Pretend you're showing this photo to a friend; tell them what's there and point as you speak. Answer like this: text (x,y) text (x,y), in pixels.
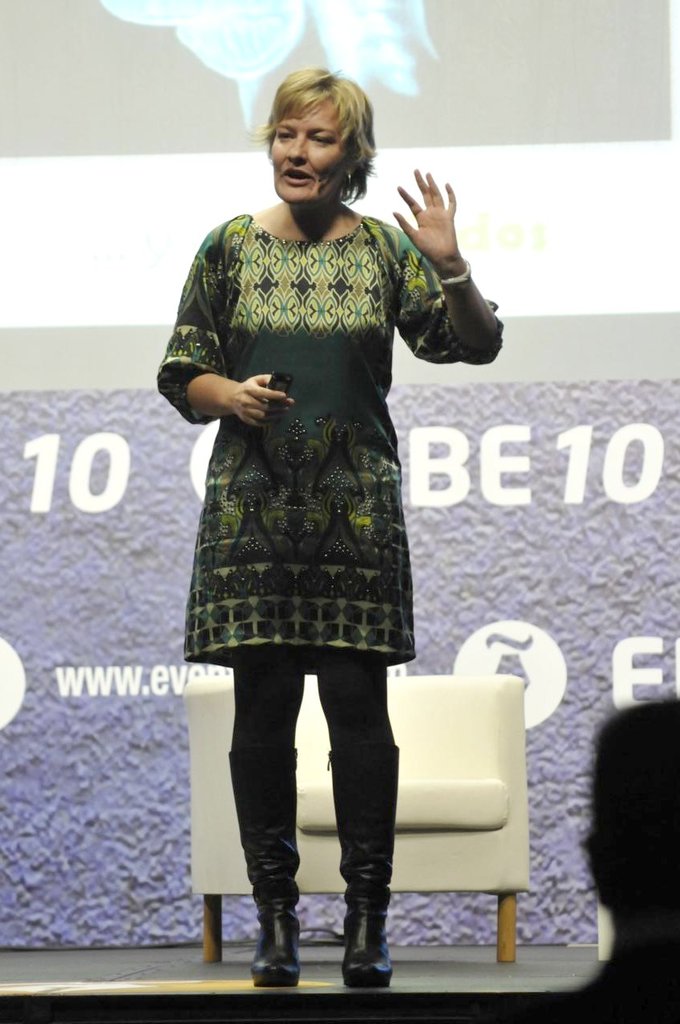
In the picture we can see a woman (312,624) standing on the floor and explaining something raising her hand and in the other hand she is holding a mobile phone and behind her we can see a chair (460,735) which is white in color and behind it we can see a screen (63,471) with some information (611,454) on it and in front of her we can see a person (662,839) sitting.
